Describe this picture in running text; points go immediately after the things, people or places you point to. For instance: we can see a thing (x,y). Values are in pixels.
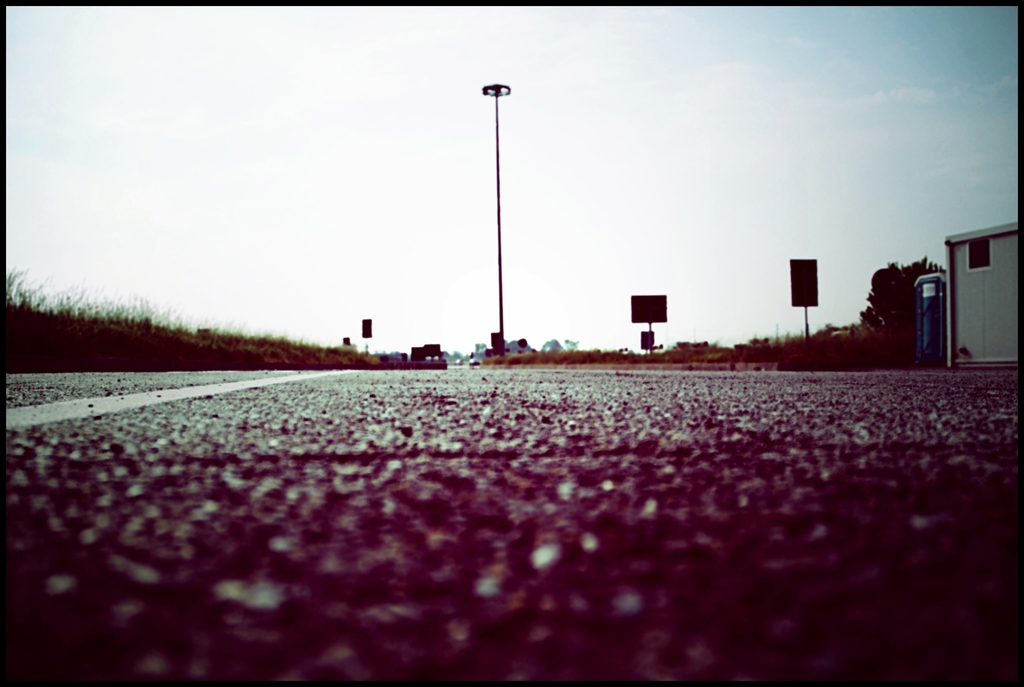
At the bottom of the picture (478,530), we see the road (566,525). On the right side (1015,356), we see a building (979,260). Beside that, we see a box (934,321) in blue color. Beside that, we see the trees (898,334). On either side of the picture, we see the grass (692,363). In the middle (499,299), we see a pole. Beside that, we see the vehicles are moving on the road (491,372). Beside that, we see a board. On the right side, we see the boards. In the background (640,287), we see the sky (660,165). This might be an edited image.
